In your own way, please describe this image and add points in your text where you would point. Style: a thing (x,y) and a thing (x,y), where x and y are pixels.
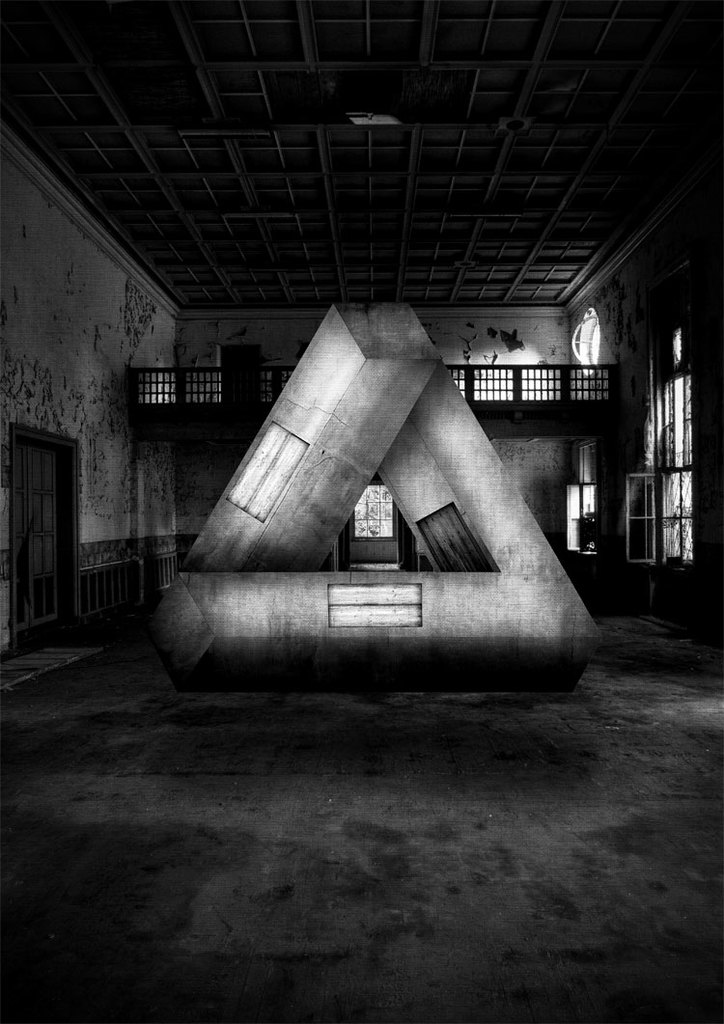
This is a black and white picture. Here we can see an object (387,683) which is in triangular shape. There is a door (28,497) and this is wall (61,302). Here we can see windows (645,523) and this is roof (327,166).
